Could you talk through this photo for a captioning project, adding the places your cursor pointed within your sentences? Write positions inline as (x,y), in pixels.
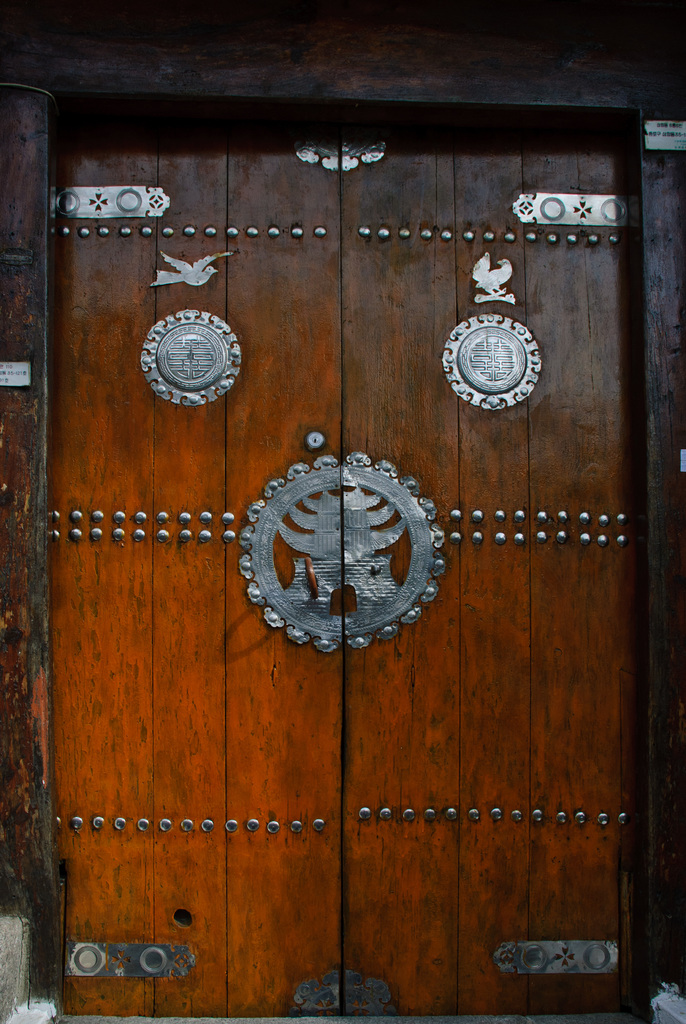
In the image we can see a door (305,506), made up of wood (385,417) and there is a metal design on the door (198,632).
